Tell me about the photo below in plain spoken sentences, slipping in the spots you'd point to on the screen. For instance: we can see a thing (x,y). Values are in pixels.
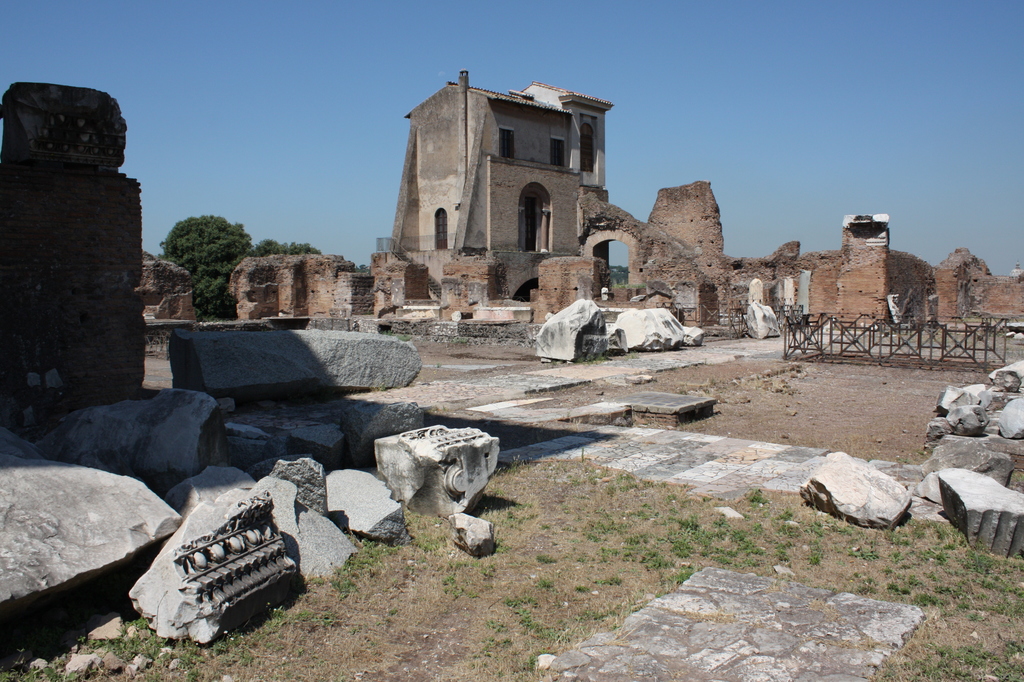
In this picture I can see the rocks (317,520). I can see the old house construction (649,273). I can see green grass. I can see trees (215,269) on the left side (218,269). I can see metal objects (906,341).
